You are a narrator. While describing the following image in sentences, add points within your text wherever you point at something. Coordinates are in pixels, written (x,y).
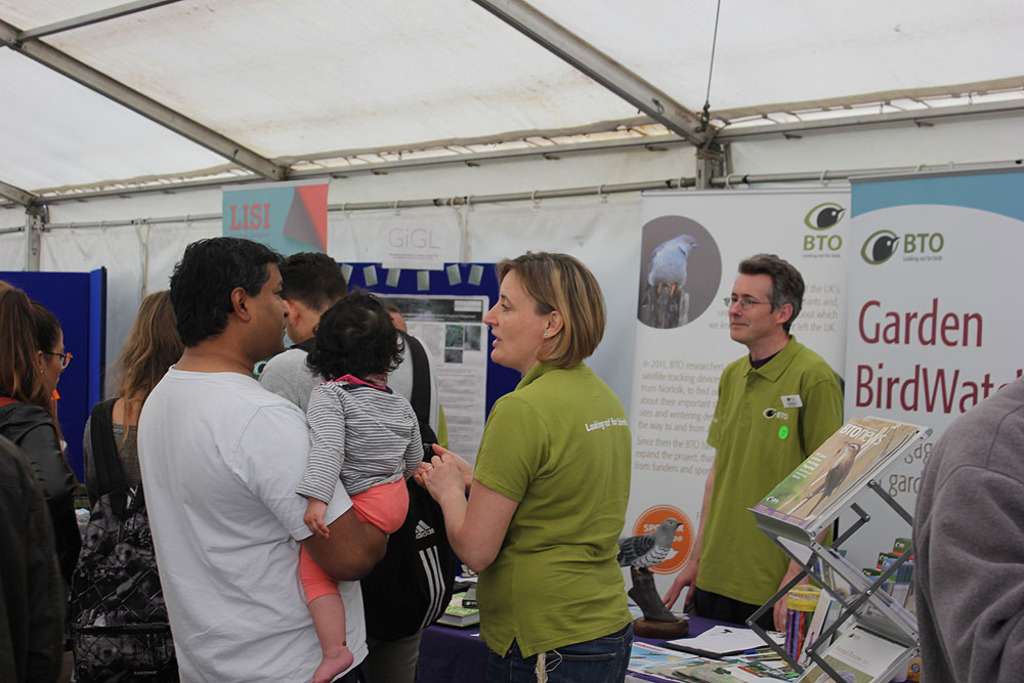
In this image there are people (540,471) standing and there are also two people (720,391) with light green t shirts (554,411). In the background (874,246) there are banners (866,230) of BTO. At the top (385,43) there is a roof (356,75) for shelter. There are also books (814,624), papers (722,631), bird object (668,609) placed on the blue color cloth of the table (690,632).
